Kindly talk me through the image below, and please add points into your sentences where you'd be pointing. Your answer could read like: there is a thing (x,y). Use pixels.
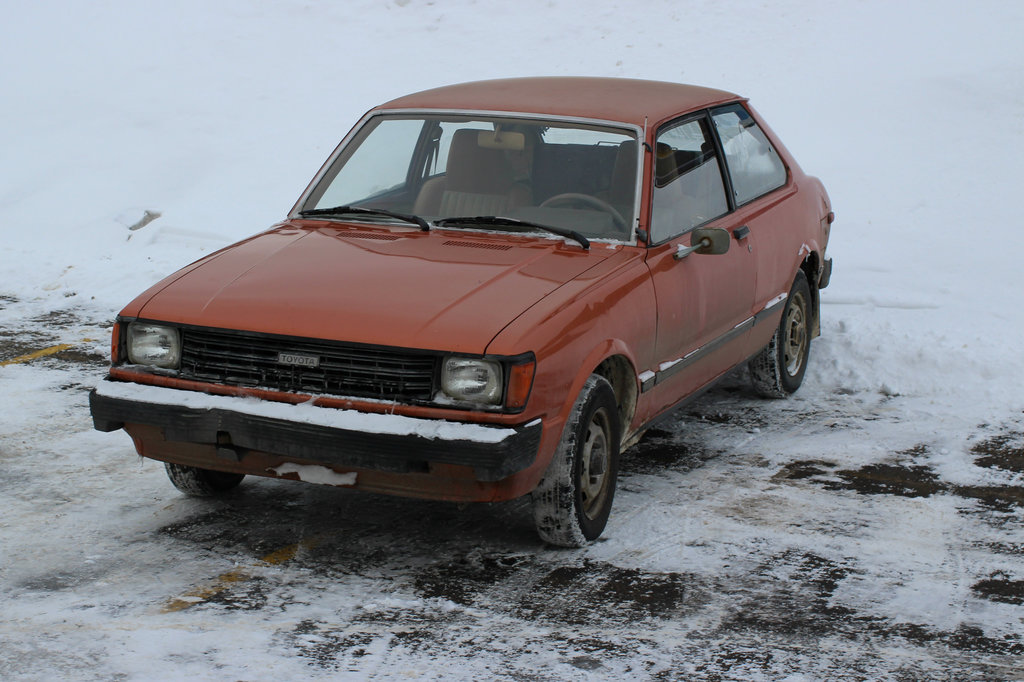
There is a red color car (351,323). On the ground (795,423) there is snow (904,334).
